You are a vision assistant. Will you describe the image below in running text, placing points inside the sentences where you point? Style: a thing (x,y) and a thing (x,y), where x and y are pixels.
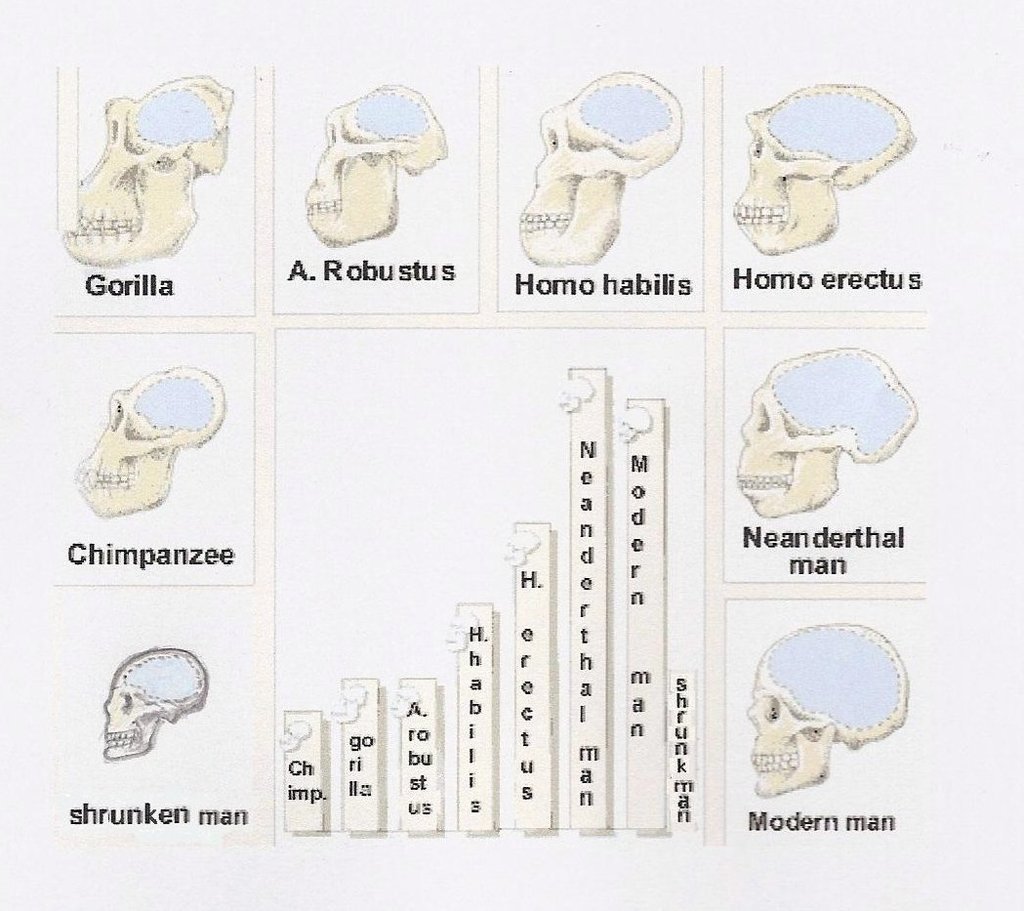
In this image we can see diagrams (802,420) of skull (158,656). In the center of the image (537,606) we can see graph (374,768).
